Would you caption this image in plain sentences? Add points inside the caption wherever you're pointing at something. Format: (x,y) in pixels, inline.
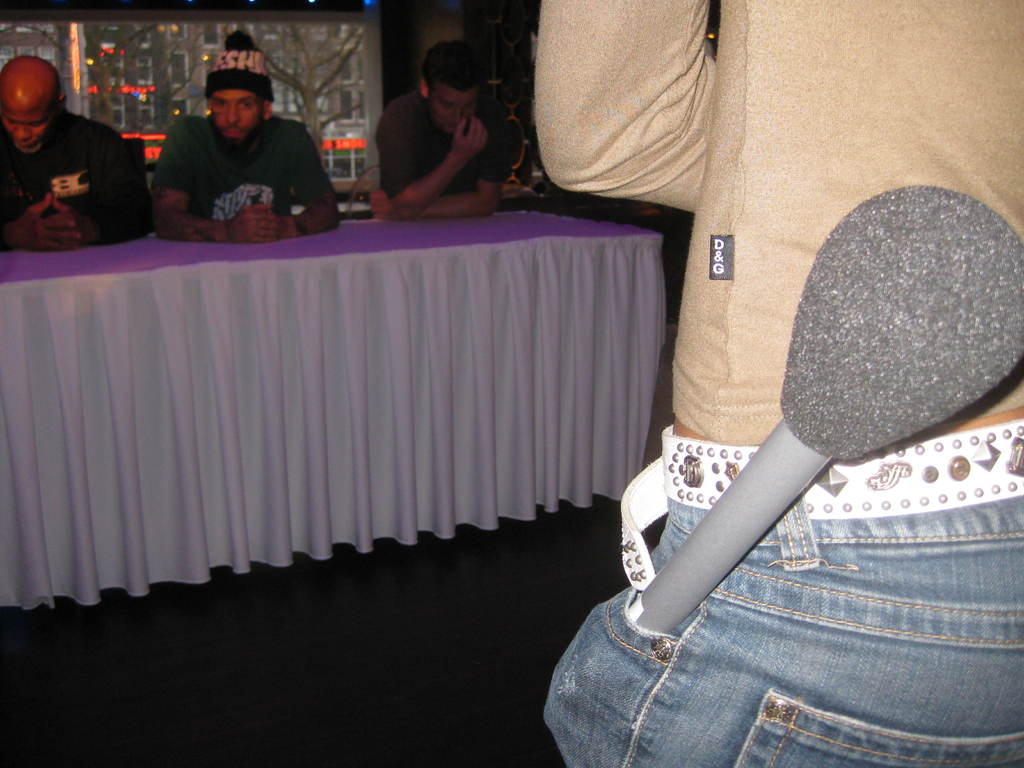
In this image there are a few people (216,183) sitting on the chairs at the table (172,267). There is a cloth (345,354) spread on the table (359,256). To the right (829,71) there is a person (725,296) standing. There is a microphone (651,617) in the pocket (609,609). In the background (327,41) there is a glass wall (296,33). Outside the wall (150,42) there are buildings (256,42) and trees (300,90).
